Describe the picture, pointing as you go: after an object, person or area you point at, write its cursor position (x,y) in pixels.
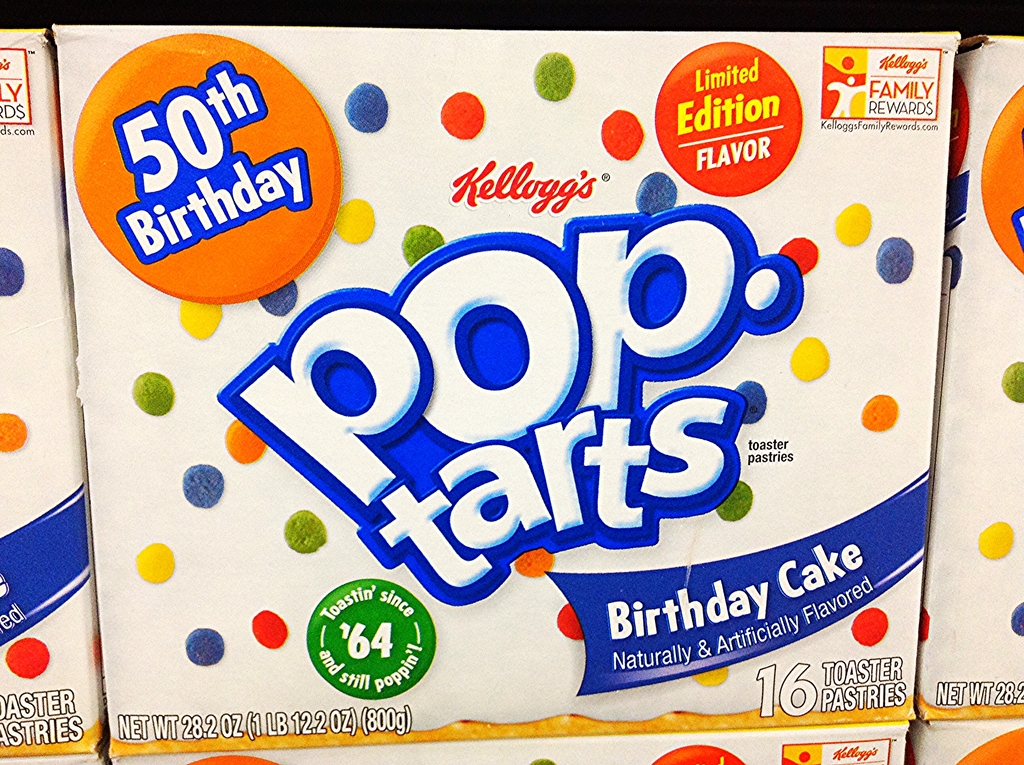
In this picture I can see there are some boxes (407,684) arranged in the shelf (298,12).
